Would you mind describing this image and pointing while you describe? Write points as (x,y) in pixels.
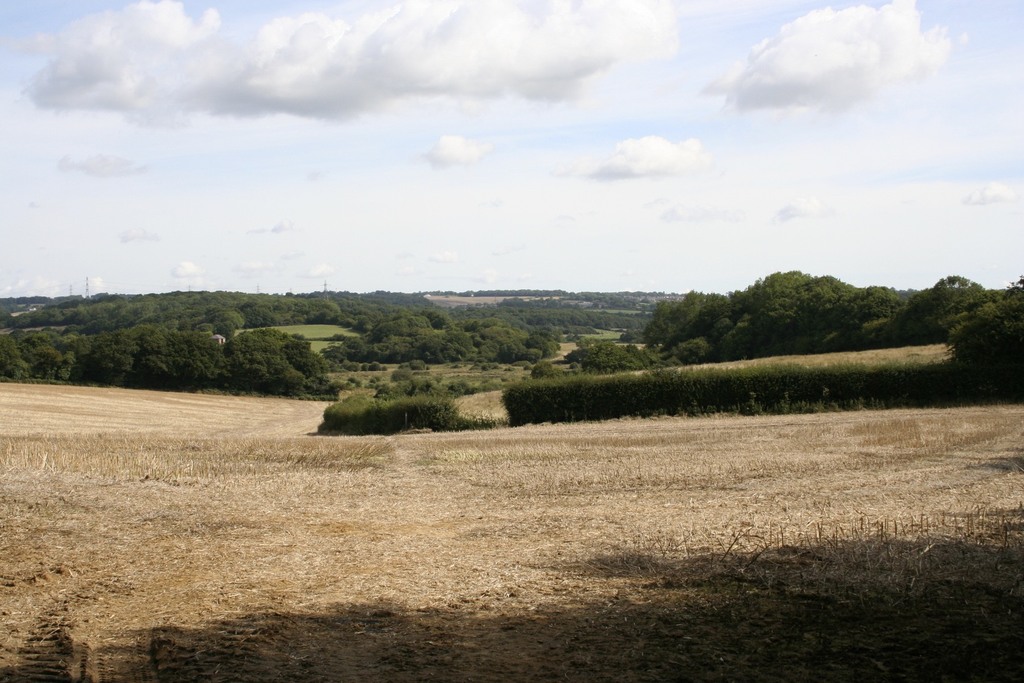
In this picture we can see there are trees (188,314), land (134,481) and a cloudy sky (566,179).
